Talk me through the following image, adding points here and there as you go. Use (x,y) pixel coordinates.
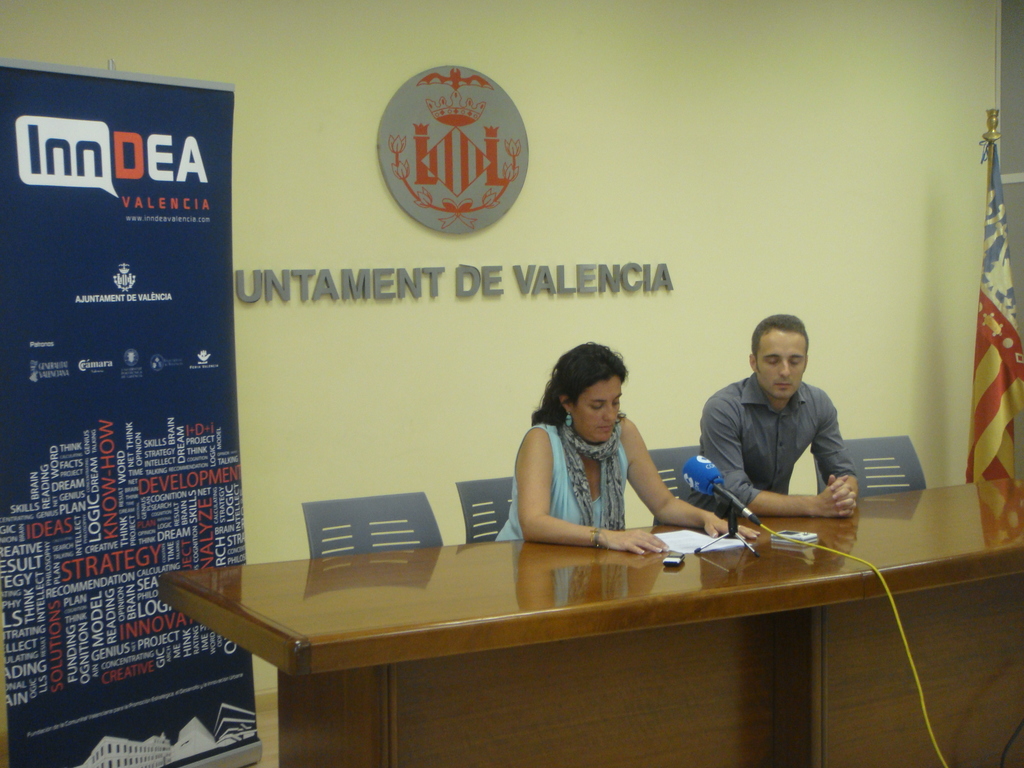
There are 2 people (771,474), woman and man (786,475) sitting on the chair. In front of them there is a table (796,571). On the table (760,575) there is a microphone (707,479), paper (677,541). On the wall (504,282) we can see a banner (130,245) and a round plate (444,166) with some logo (446,150) on it. On the right (1004,331) there is a flag (1004,273).
